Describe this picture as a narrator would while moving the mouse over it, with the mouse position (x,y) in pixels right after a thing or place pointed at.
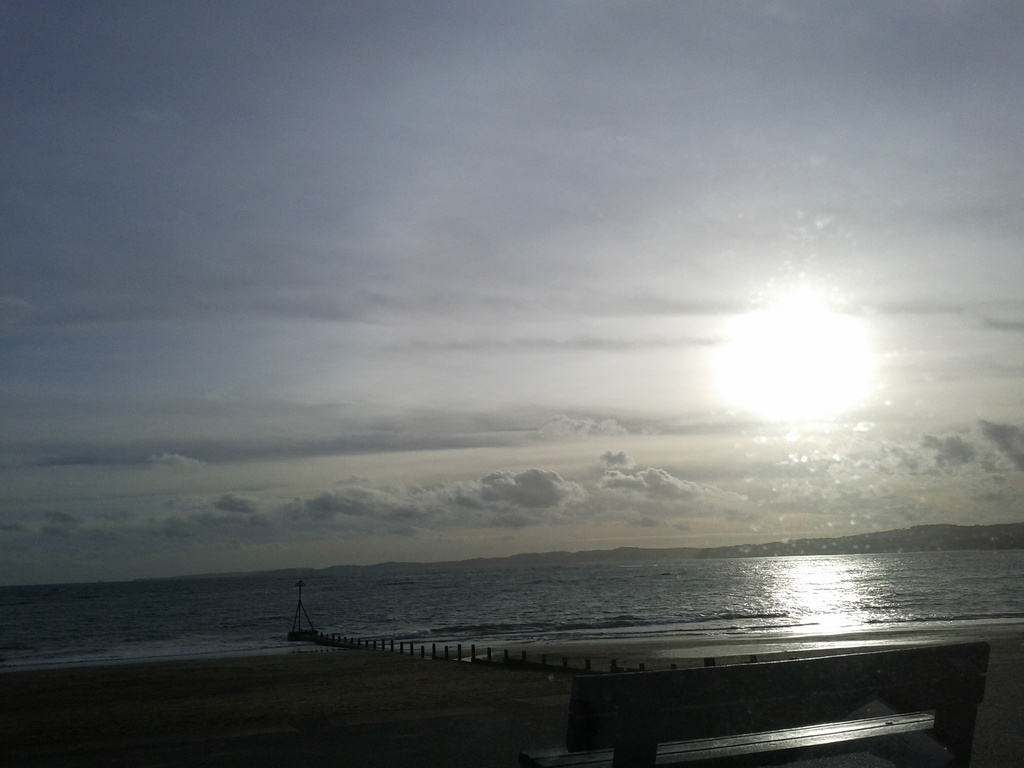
This is the picture of a sea (112,624). In the foreground (802,714) there is a bench (783,689). At the back (202,651) there is a pole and there is water (1005,599). At the top (346,217) there is sky (468,233) and there are clouds (504,414) and there is a sun (822,376). At the bottom (443,719) there is sand (387,721).
